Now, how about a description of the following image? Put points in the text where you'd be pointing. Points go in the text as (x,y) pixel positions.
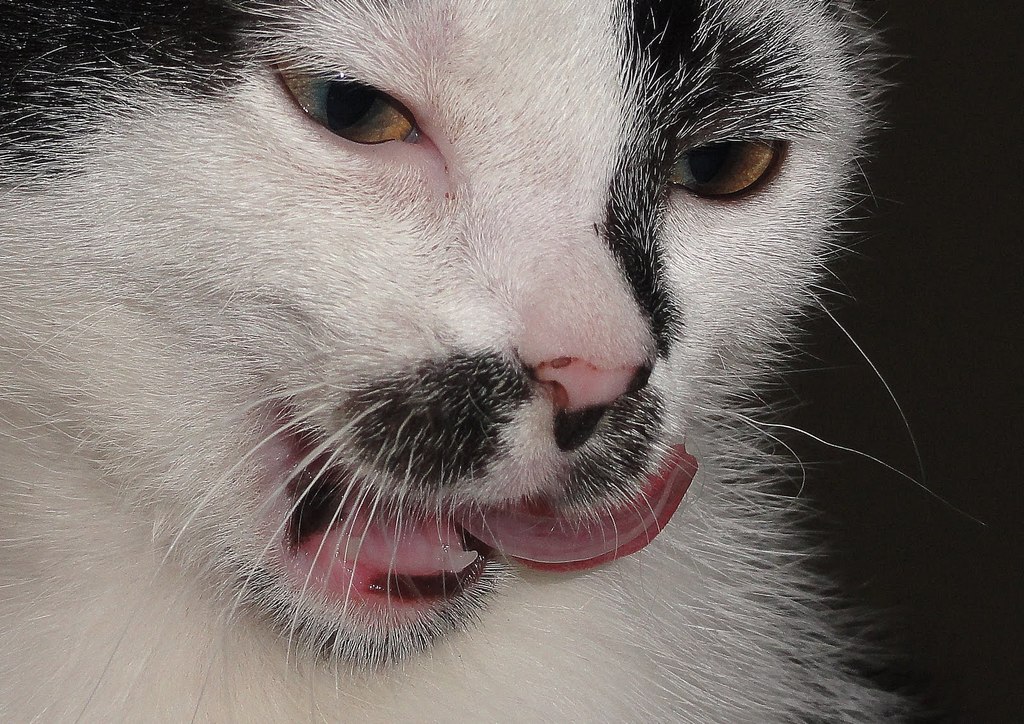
In this image I can see a cat (209,259), and the cat (467,438) is in black and white, and I can see dark background (959,144).
